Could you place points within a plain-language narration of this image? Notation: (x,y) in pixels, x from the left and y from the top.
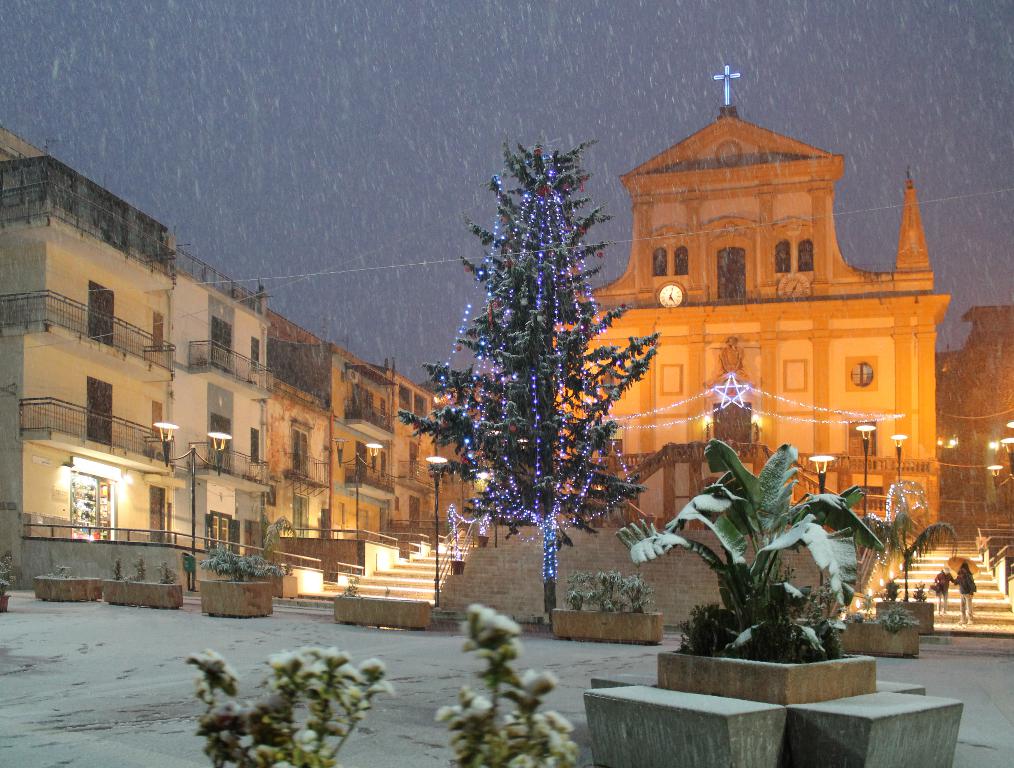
This image is taken during the night time. In this image we can see the church (654,280), clock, buildings (413,454), stairs (396,584), light poles (194,508), plants (505,764) and also a tree (536,241) with lighting (547,540). We can also see the sky (573,139) and also the snow (145,643). On the right (961,571), we can see the persons (952,581) in the background (945,589).
